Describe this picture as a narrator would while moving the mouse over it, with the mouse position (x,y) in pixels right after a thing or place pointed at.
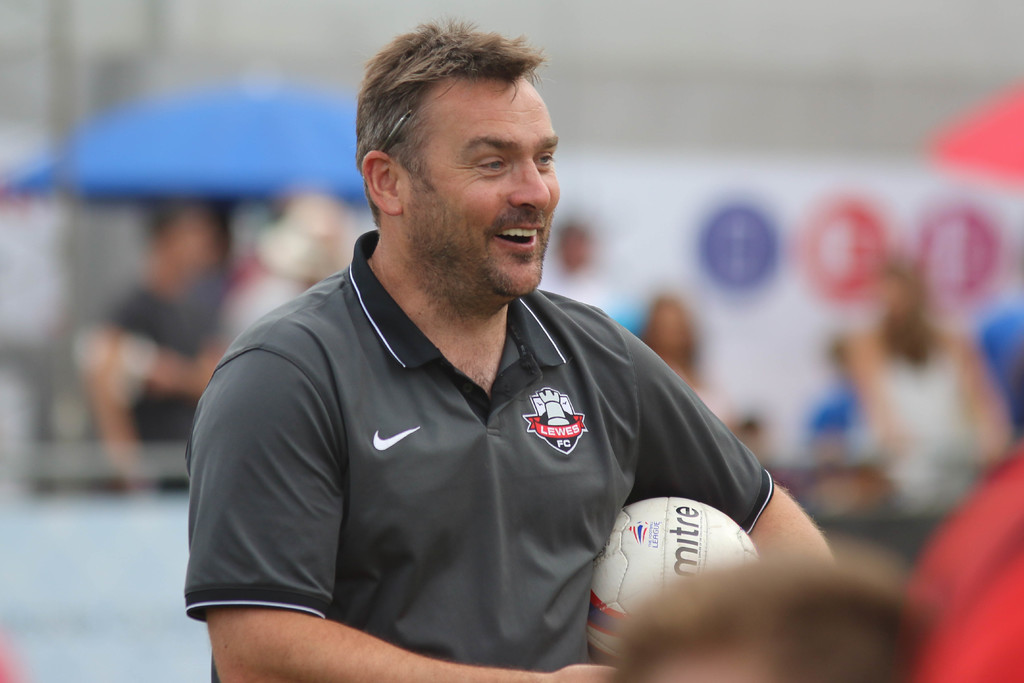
The person (451,478) wearing a grey shirt (457,479) is holding a ball (672,552) in his left hand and there are group of people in his back side.
